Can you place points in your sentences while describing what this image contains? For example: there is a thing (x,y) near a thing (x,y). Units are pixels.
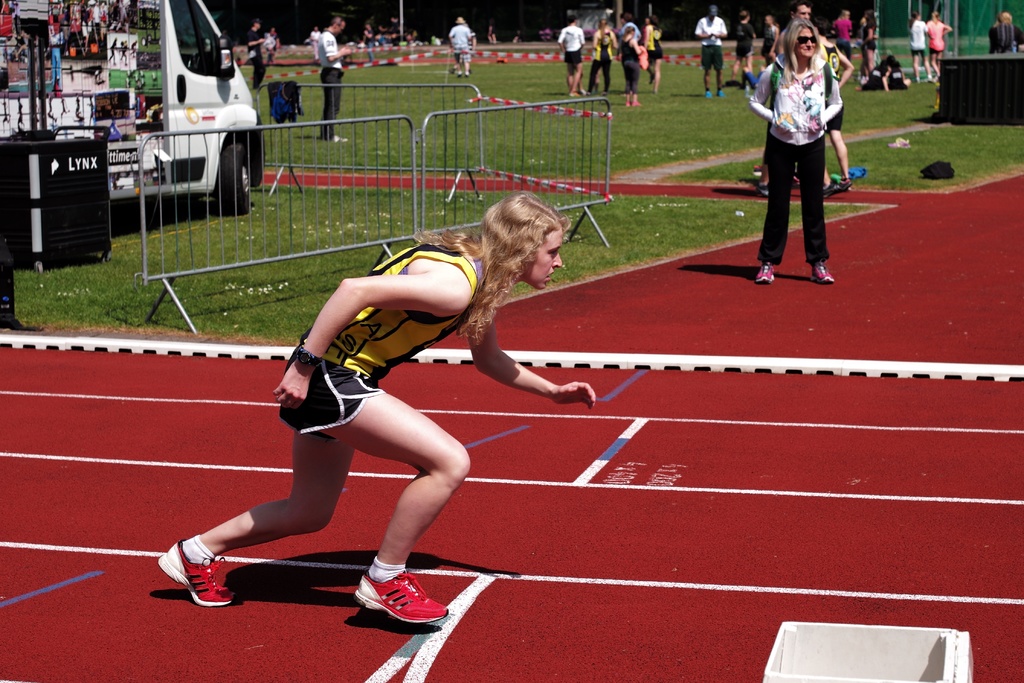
In this picture I can observe a woman (341,441) running on the running track (244,576). In the middle of the picture (396,229) I can observe a railing (481,145). On the left side (135,105) there is a vehicle (97,93) on the ground (24,278). In the background (805,74) there are some people (769,69) walking on the ground (505,67).
